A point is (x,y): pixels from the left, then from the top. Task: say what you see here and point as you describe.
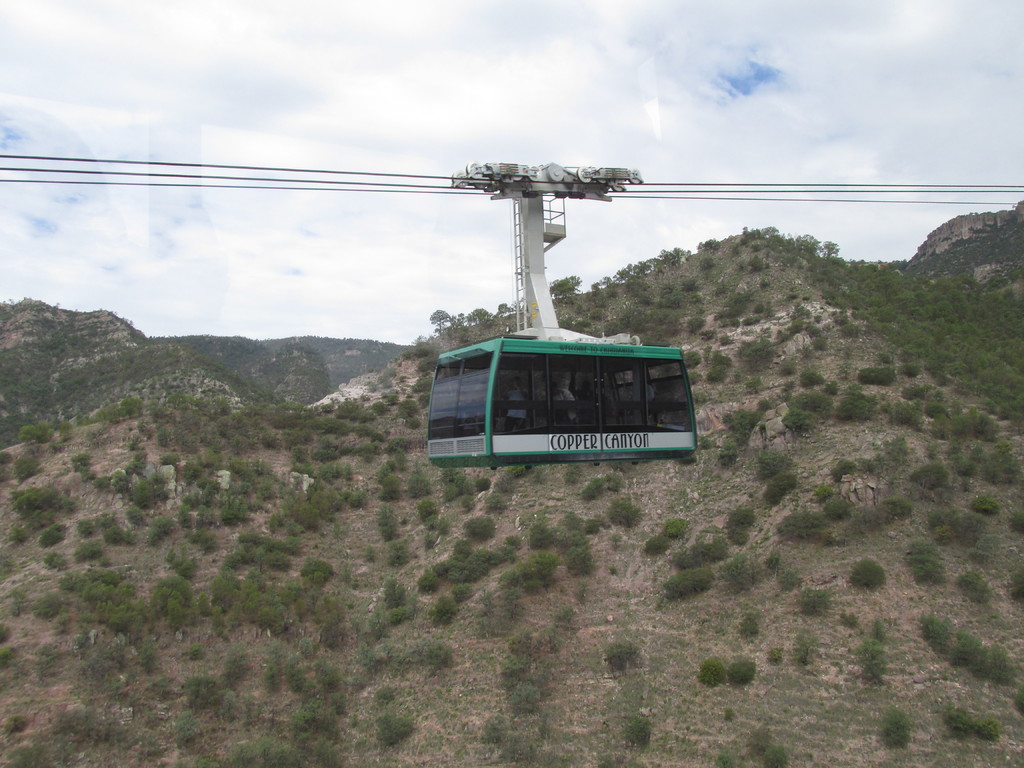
In the image we can see ropeway (568,366), mountains (355,373), trees (923,389) and the cloudy sky (289,145).
